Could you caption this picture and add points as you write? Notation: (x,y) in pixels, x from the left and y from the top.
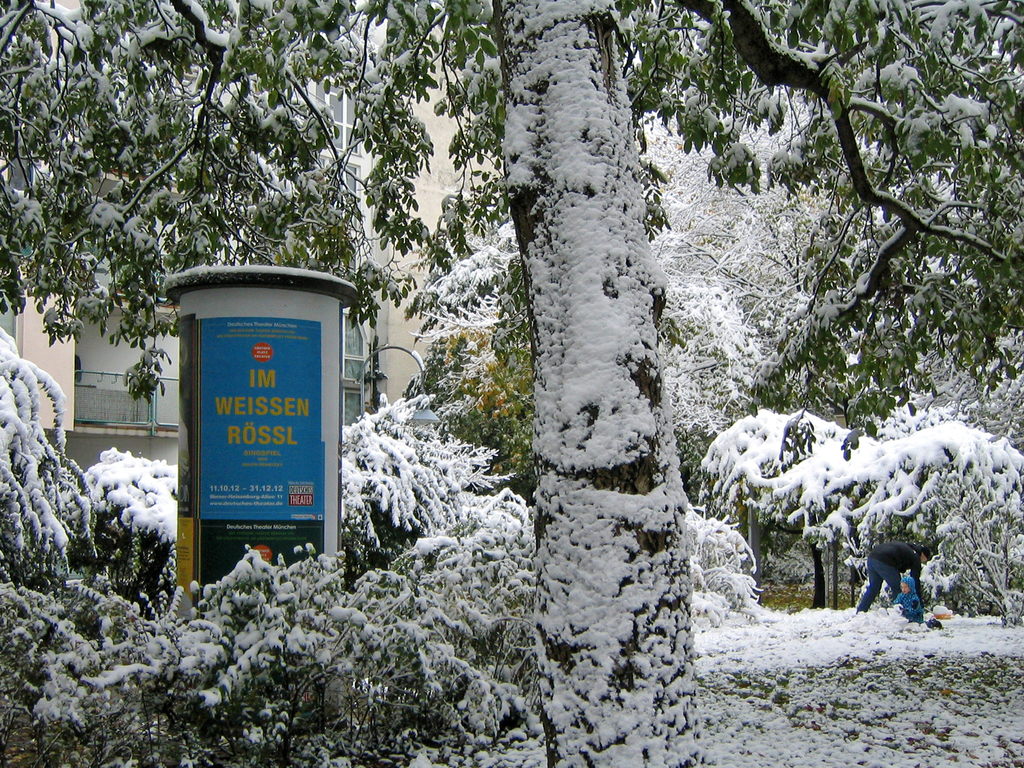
In this picture we can see some plants (231,594) and trees (679,150), at the bottom (814,735) there is snow (814,735), on the right side (902,565) we can see a person (913,558) and a kid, on the left side (305,380) there is a building (120,329) and a board (262,440), we can see some text (262,440) on this board (215,412).
